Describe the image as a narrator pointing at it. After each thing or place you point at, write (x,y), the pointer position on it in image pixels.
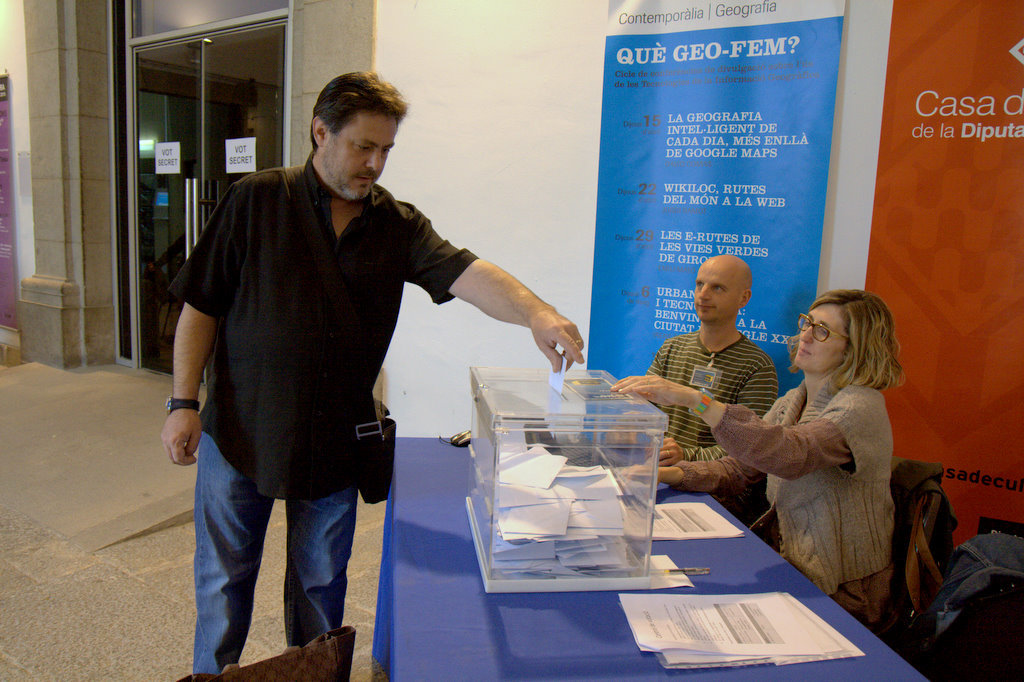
In this image we can see three persons (340,249), a person (294,289) is standing, two of them are sitting on the chairs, there are few papers (701,607) and a box (593,515) with some papers (556,523) on the table (620,640), there are banners (684,208) with text (669,195) near the wall (542,149) and some posters (239,147) attached to the door (179,193).
